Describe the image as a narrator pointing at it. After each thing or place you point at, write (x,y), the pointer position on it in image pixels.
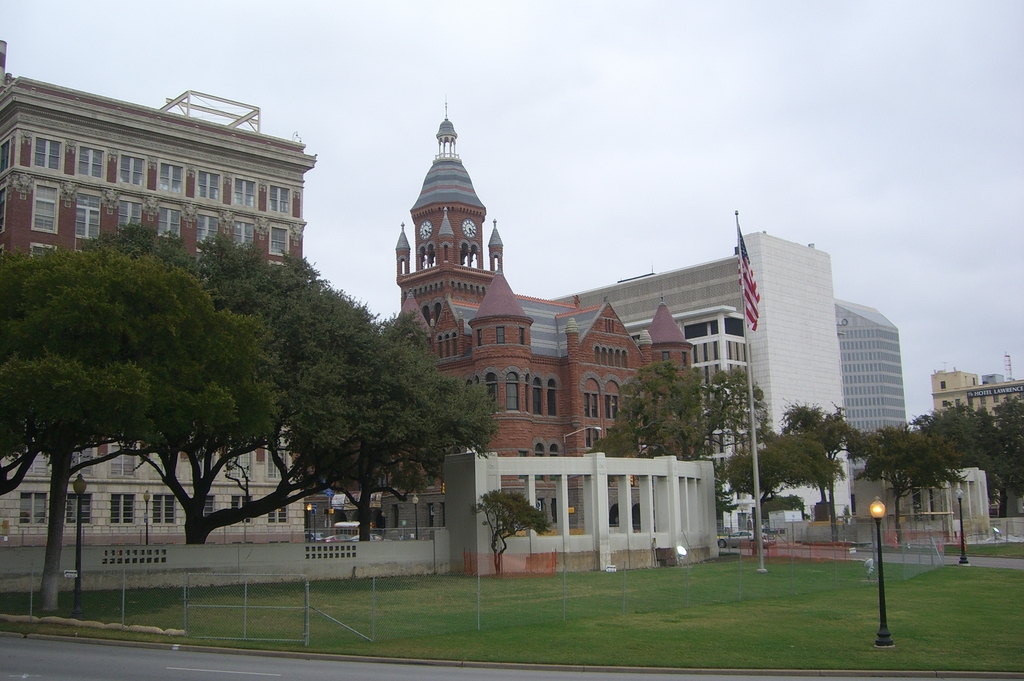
In the center of the image (433,311) we can see a buildings (559,450), trees (136,374), pole (741,290), flag (741,253) are present. On the right side of the image (921,603) light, grass (931,612) are there. At the bottom of the image (309,665) road (203,671), fencing (220,610) are present. At the top of the image (660,82) sky (700,81) is there.
